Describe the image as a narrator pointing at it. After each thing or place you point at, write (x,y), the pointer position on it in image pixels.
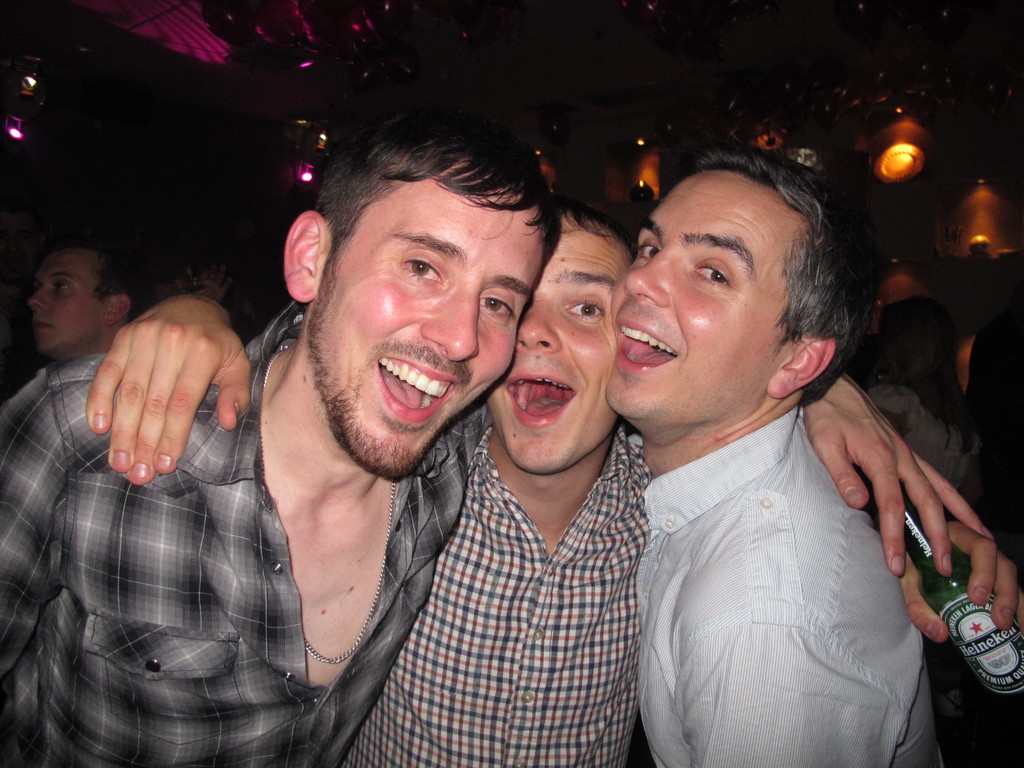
I could see three persons (365,354) giving a pose to the picture one of them is holding bottle (956,593) in his hand (913,579) and in back ground (38,277) i could see many people (907,313).
